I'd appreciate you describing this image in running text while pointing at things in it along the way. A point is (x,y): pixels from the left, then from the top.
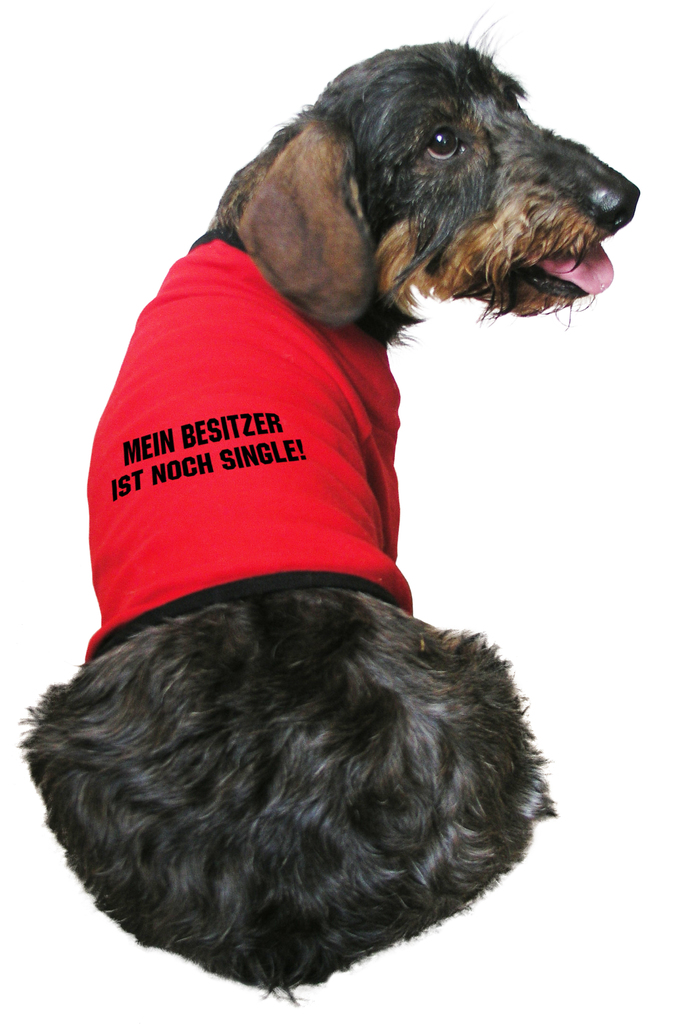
In the foreground of this image (292,546), there is a black color dog (227,827) wearing a red color T shirt (240,475).
